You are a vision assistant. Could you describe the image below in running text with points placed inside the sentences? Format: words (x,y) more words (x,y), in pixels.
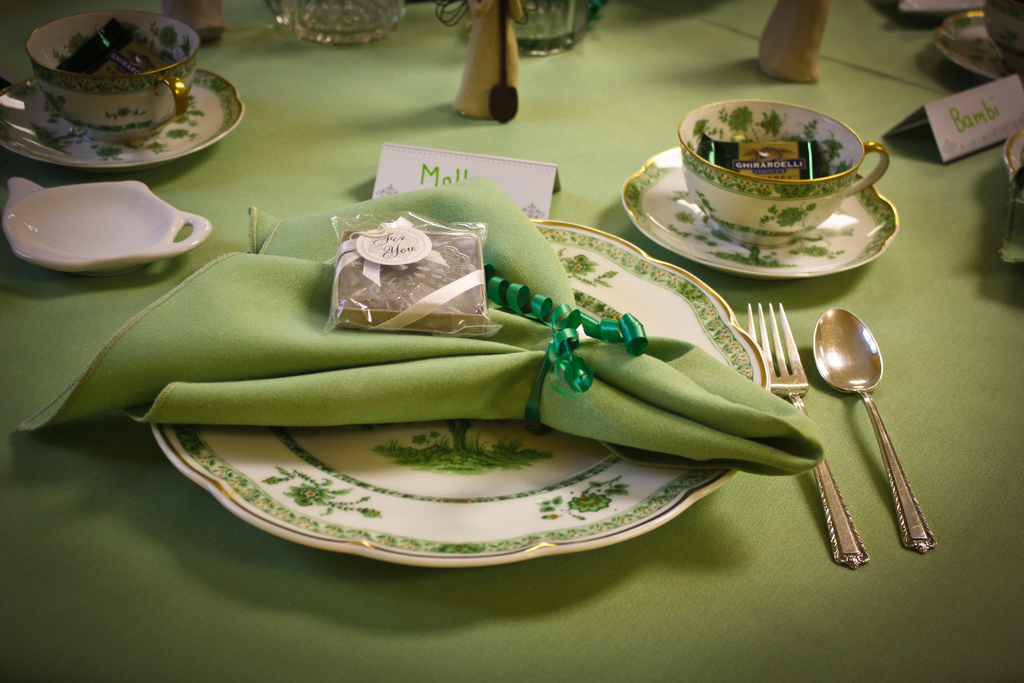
In the image we can see there is a plate (266,431) on which there is a cloth (283,303) and a chocolate packet (422,277) and in the cup (762,194) there is another chocolate (795,156) and beside the plate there is a spoon (856,352) and fork (798,363).
